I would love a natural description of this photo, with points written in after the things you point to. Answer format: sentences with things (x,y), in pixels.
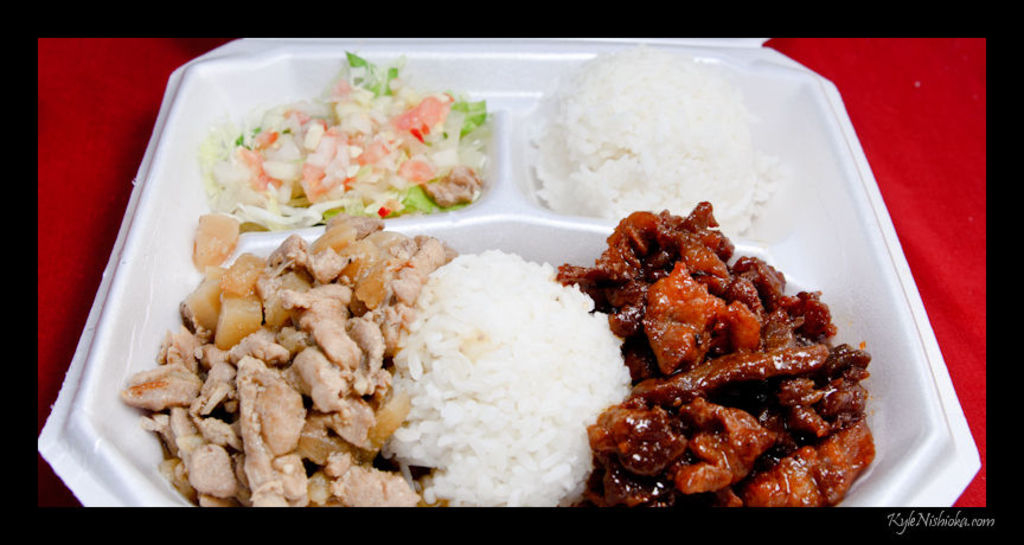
In the center of the image (519,341) we can see food items (509,294) are present in a plate (435,368). In the background of the image (83,228) we can see a red in color. In the bottom right corner (897,522) we can see some text (944,527).
